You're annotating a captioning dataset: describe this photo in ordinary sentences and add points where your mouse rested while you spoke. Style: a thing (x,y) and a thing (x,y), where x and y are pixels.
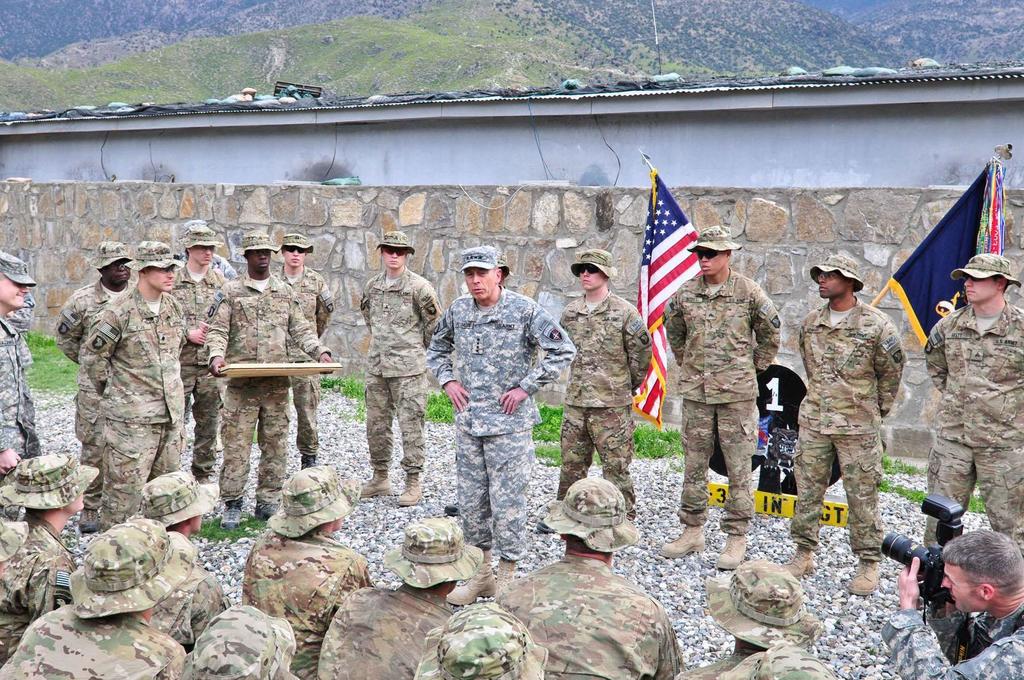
In this picture we can see group of people (520,298) are standing on the path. Some grass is visible on the ground (326,438). There is a person (283,427) holding object (256,371) in his hand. We can see two flags (655,324) and a compound wall (143,195) from left to right. There is a number board (795,415) and few stones (63,393) are visible on the ground (880,584). We can see few people (605,625) are sitting and a person (1002,633) is holding camera (925,594) in his hands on bottom right (937,578).
